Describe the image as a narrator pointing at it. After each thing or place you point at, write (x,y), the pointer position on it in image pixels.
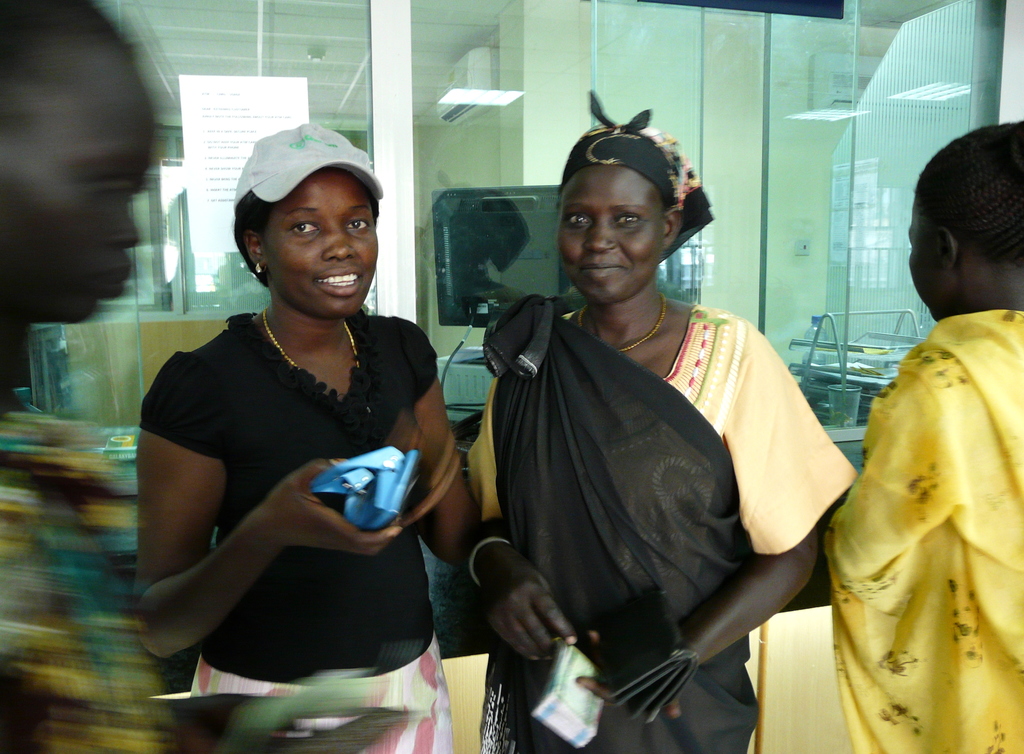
In this image we can see people (516,303) holding objects (548,720) in their hands (523,641) and behind them, we can see a paper (225,139) with some text (220,169).
